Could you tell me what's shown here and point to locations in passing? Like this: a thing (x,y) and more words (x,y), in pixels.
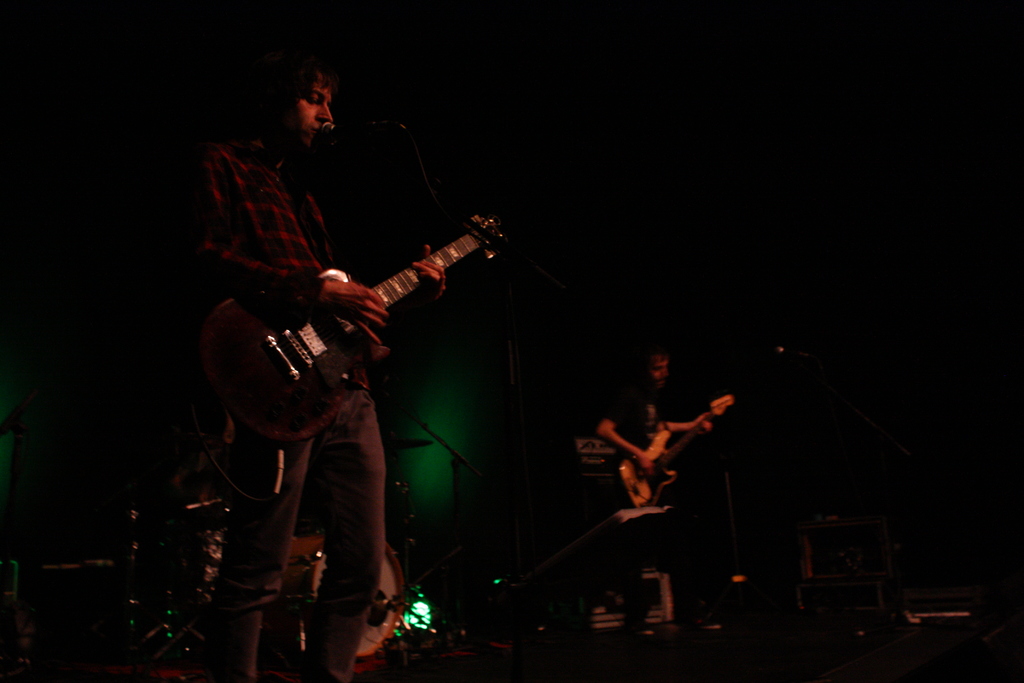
In this picture, In the left side (273,191) there is a man (256,230) standing and holding a music instrument (274,355) and he is singing in the microphone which is in black color.
